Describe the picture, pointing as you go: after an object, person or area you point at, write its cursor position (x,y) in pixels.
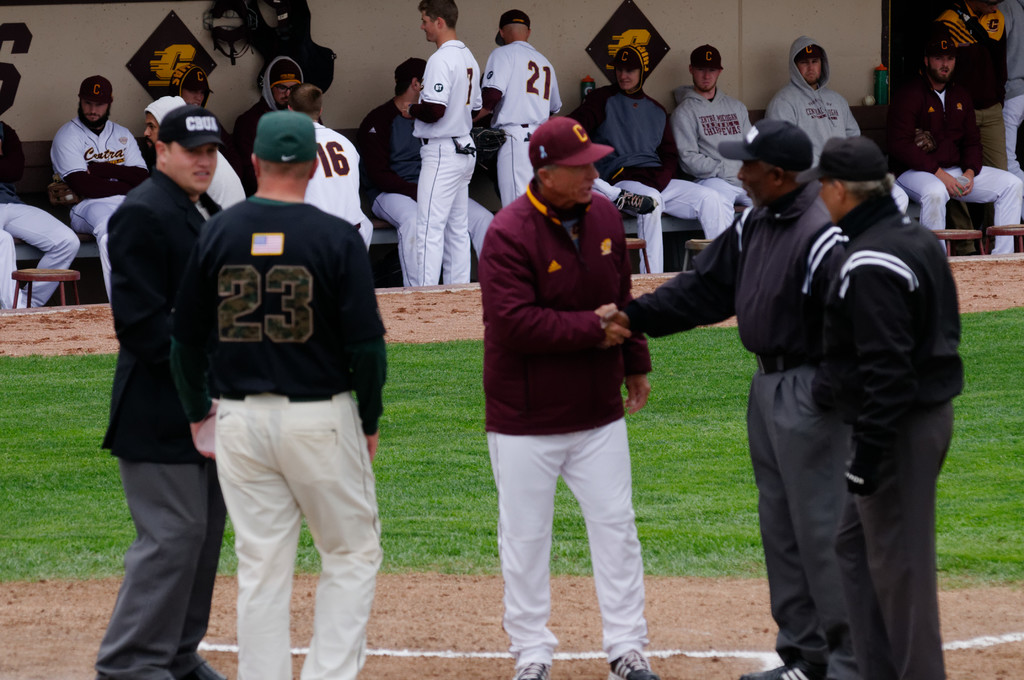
This picture might be taken inside a playground (77,641). In this image, we can see a group of people (785,344) are standing on the dirt (755,648). In the background (1008,200), we can see a group of people (925,207) is sitting on the chair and a wall (130,18), some logo signs (177,19) are attached to that wall (139,9). At the bottom (985,601), we can see a grass (942,522) and a land (16,654) with some stones (93,634).
